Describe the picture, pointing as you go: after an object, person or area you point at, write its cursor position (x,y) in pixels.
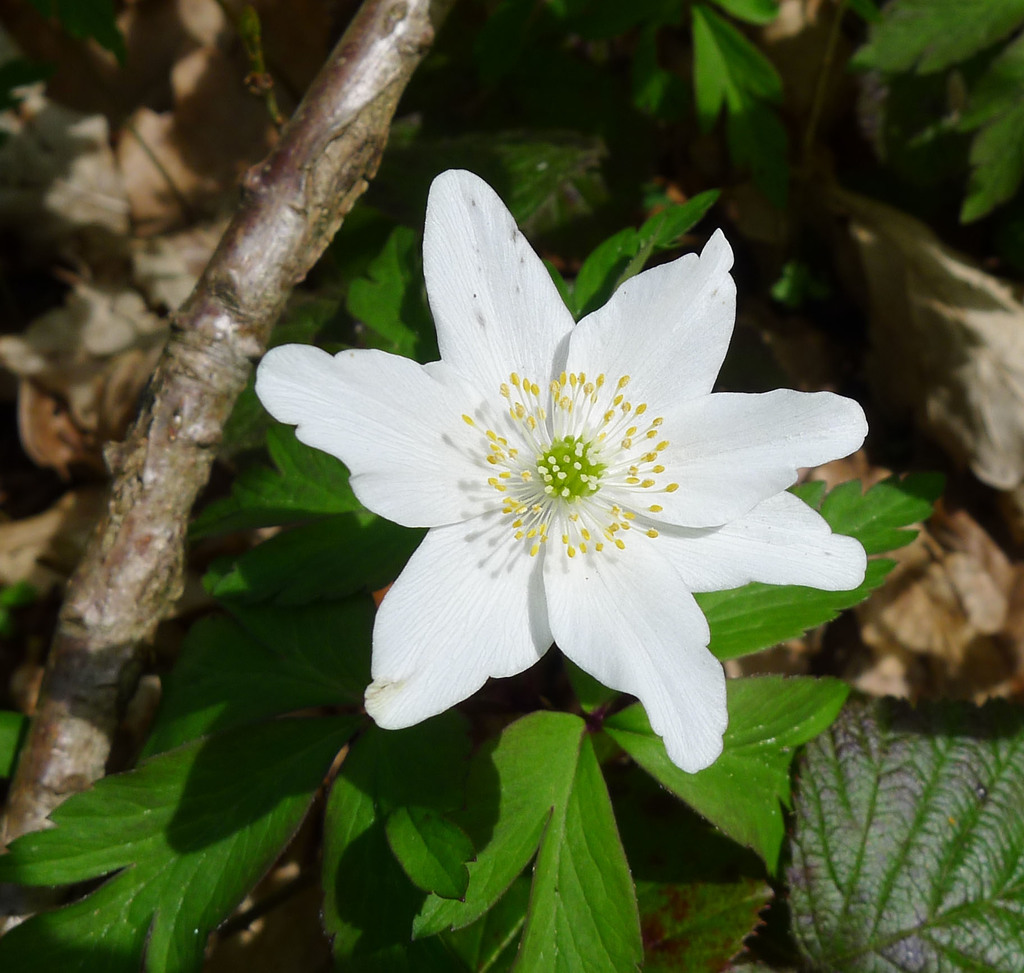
In this image we can see a white flower (625,404). Background (670,775) there are green leaves (900,11) and stem (156,505).
